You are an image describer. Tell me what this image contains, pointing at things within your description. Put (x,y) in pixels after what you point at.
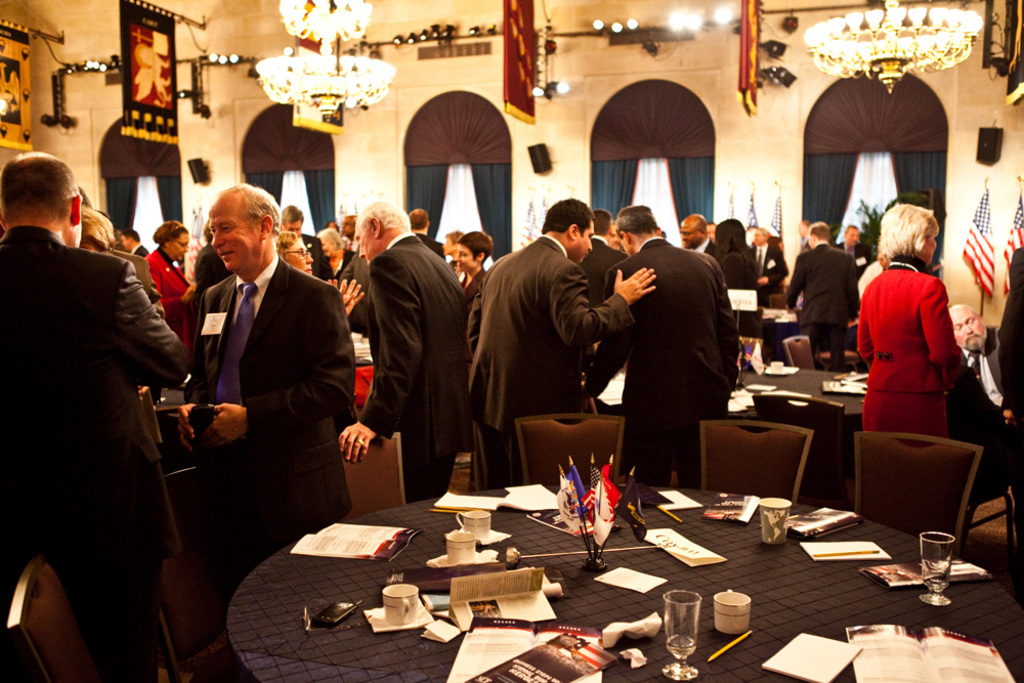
The image consist so many people (549,325) and there are tables (668,575) and chairs (793,426) all around with books (592,648), coffee cups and flag (606,518) and chandelier (334,87) on the ceiling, this seems to be conference area (681,228).
